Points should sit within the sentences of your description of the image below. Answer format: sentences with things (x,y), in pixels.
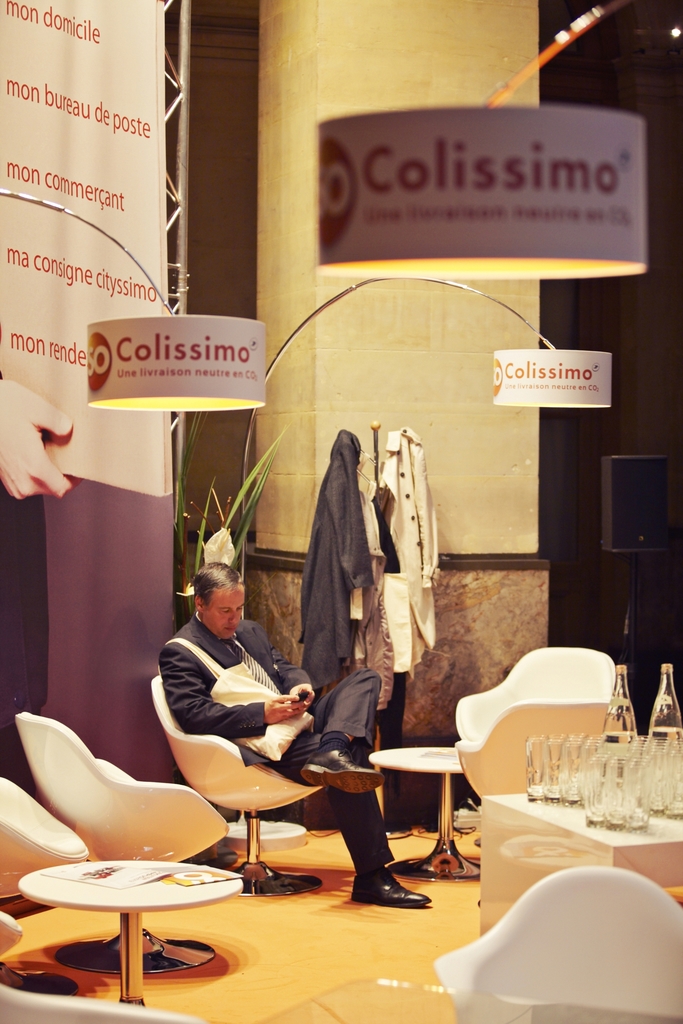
There is a man (252,721) sitting in a chair (289,789). In front of him there are some glasses (607,764) and bottles (657,726) on the table (559,837). In the background (399,557) there are some coats (362,545). We can observe a wall (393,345) and a pillar (328,85) here.
